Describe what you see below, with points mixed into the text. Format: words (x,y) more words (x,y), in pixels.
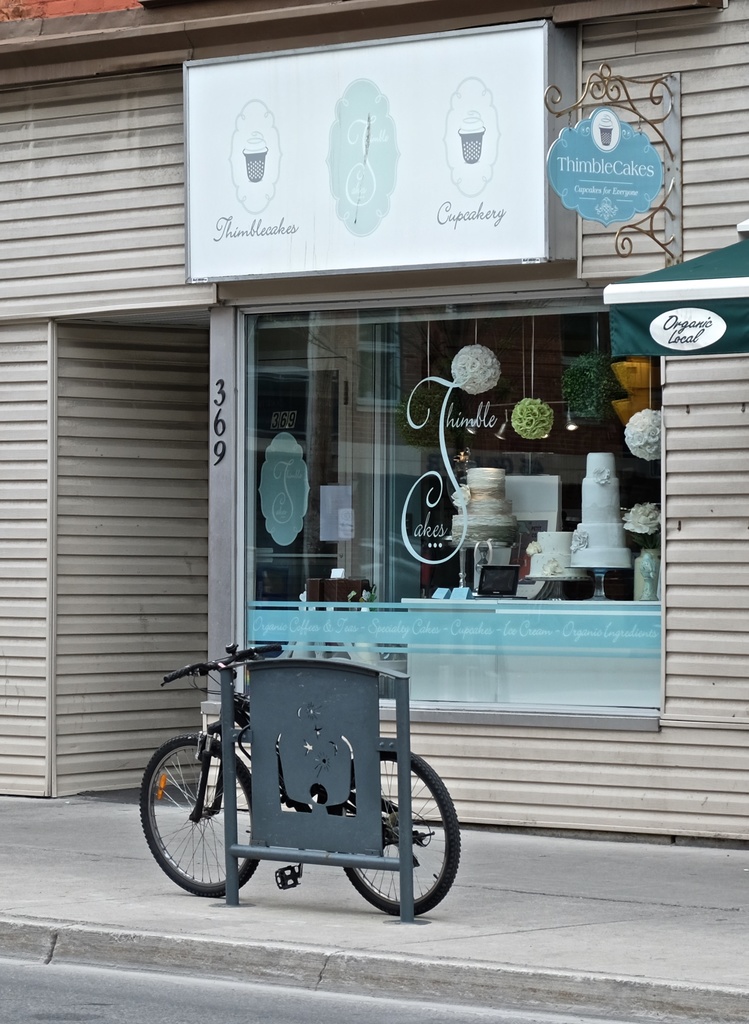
This image is clicked on a street (420,1005), in the back (432,68) there is a store (689,151) with a glass wall (432,527) and cakes (460,516) inside it, in front of it there is a bicycle (246,782) to a stand (315,806) on the footpath (310,917) with a road (195,983) in front of it.
